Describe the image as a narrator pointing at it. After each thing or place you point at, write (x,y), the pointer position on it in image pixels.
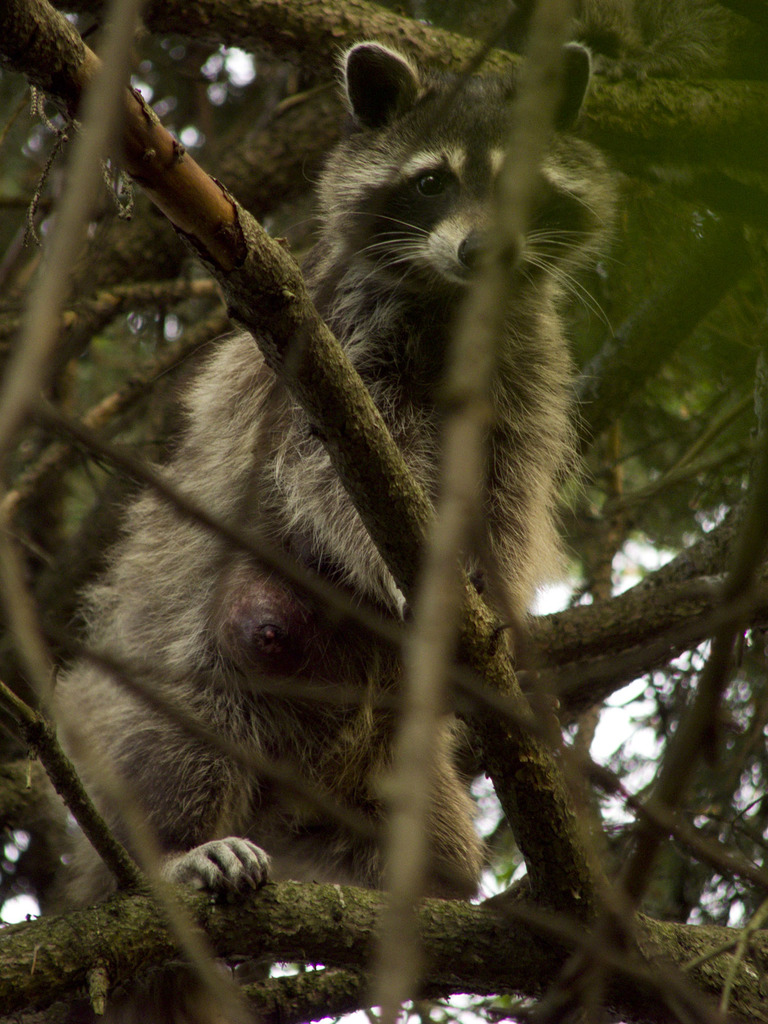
In this picture we can see a brown color raccoons (269,798) sitting on the tree branch (456,948). Behind there are some green leaf (669,398).
